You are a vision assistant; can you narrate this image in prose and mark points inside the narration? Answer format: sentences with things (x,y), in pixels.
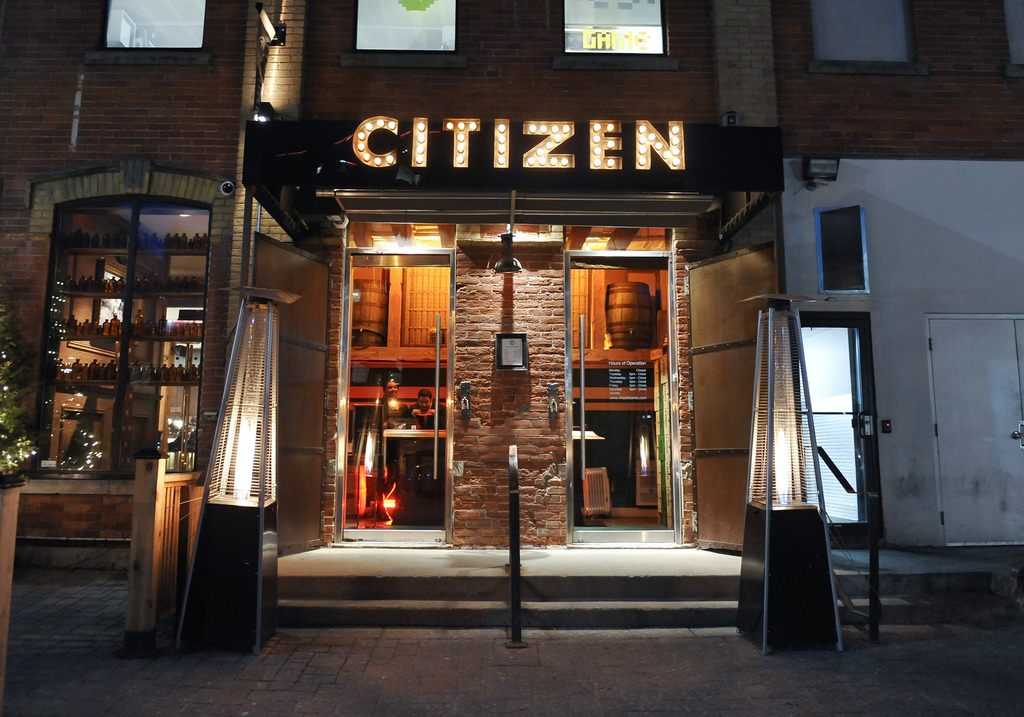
In the center of the image (488,383) we can see a building (471,382) with two doors (591,427). Inside the building (560,439) we can see two persons (395,393). At the top of the image (141,23) we can see windows (610,34) of the building (336,32). At the bottom of the image (62,677) there is a ground (544,654).
